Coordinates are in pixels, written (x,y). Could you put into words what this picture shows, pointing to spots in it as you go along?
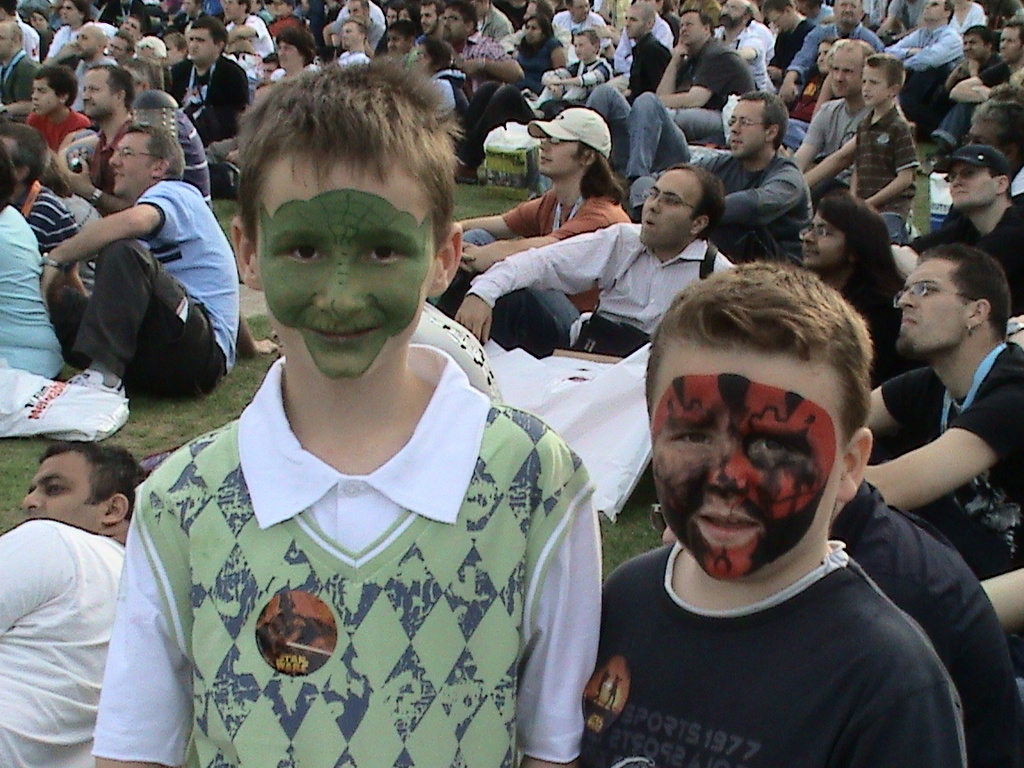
In this picture I can see so many people (758,746) are sitting on the grass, among them few people (596,700) are wearing face painting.
